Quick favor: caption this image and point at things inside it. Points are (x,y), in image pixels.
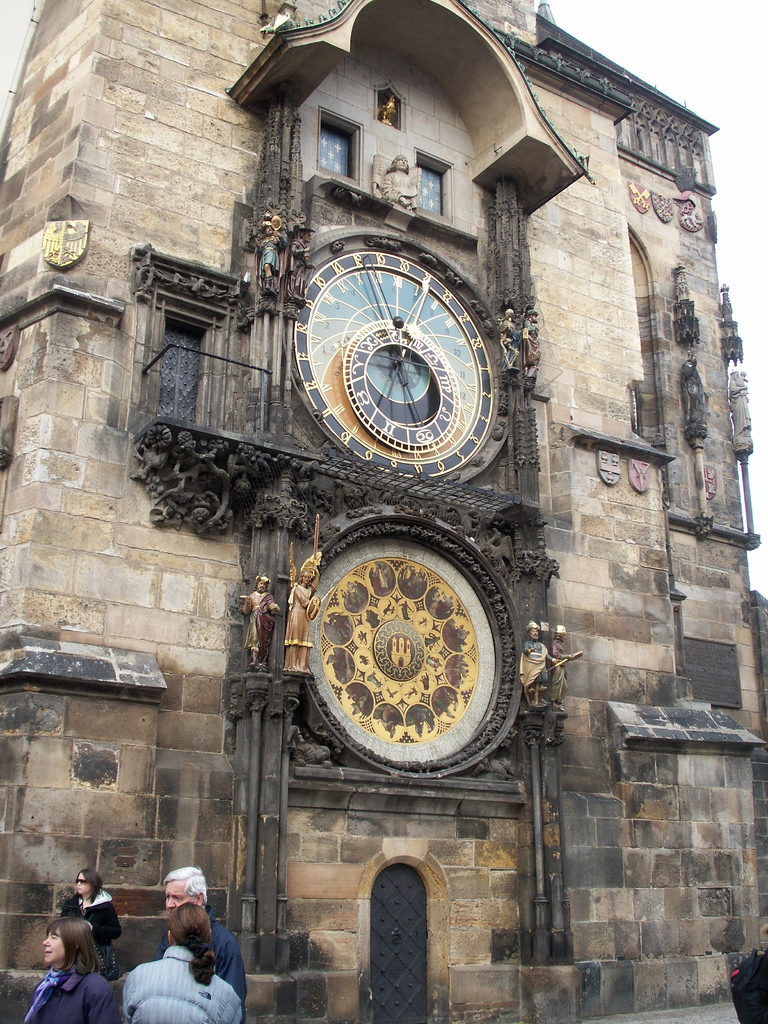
In this image I can see few people (99,939) standing on the left (79,969). There is a building (512,647) which has a clock (448,425) and sculptures (538,626).
